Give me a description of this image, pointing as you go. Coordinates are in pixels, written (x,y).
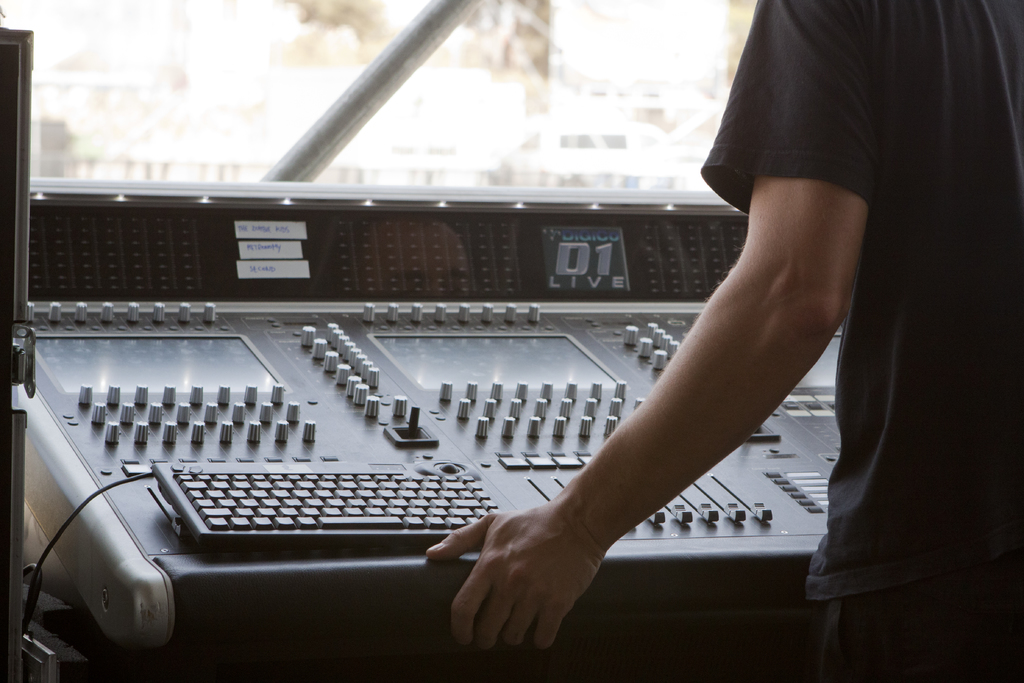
On the right side of the image (798,157) we can see a person (746,201). In front of him we can see a keyboard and electronic device (697,257). At the top of the image (706,60) we can see a glass (635,5).
